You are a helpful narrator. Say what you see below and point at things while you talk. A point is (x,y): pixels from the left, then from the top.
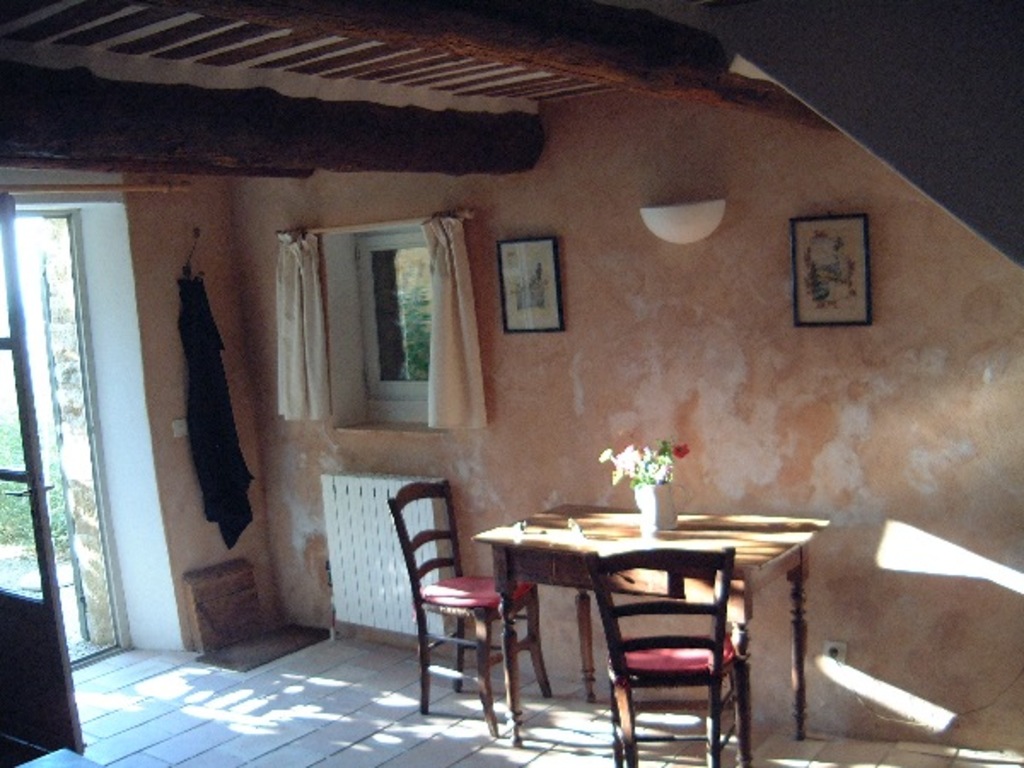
This is a picture of a room (460,334) with a window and a door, on the wall (532,427) we can see two frames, on the floor (853,748) there are two chairs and a table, on the table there is a flower pot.
